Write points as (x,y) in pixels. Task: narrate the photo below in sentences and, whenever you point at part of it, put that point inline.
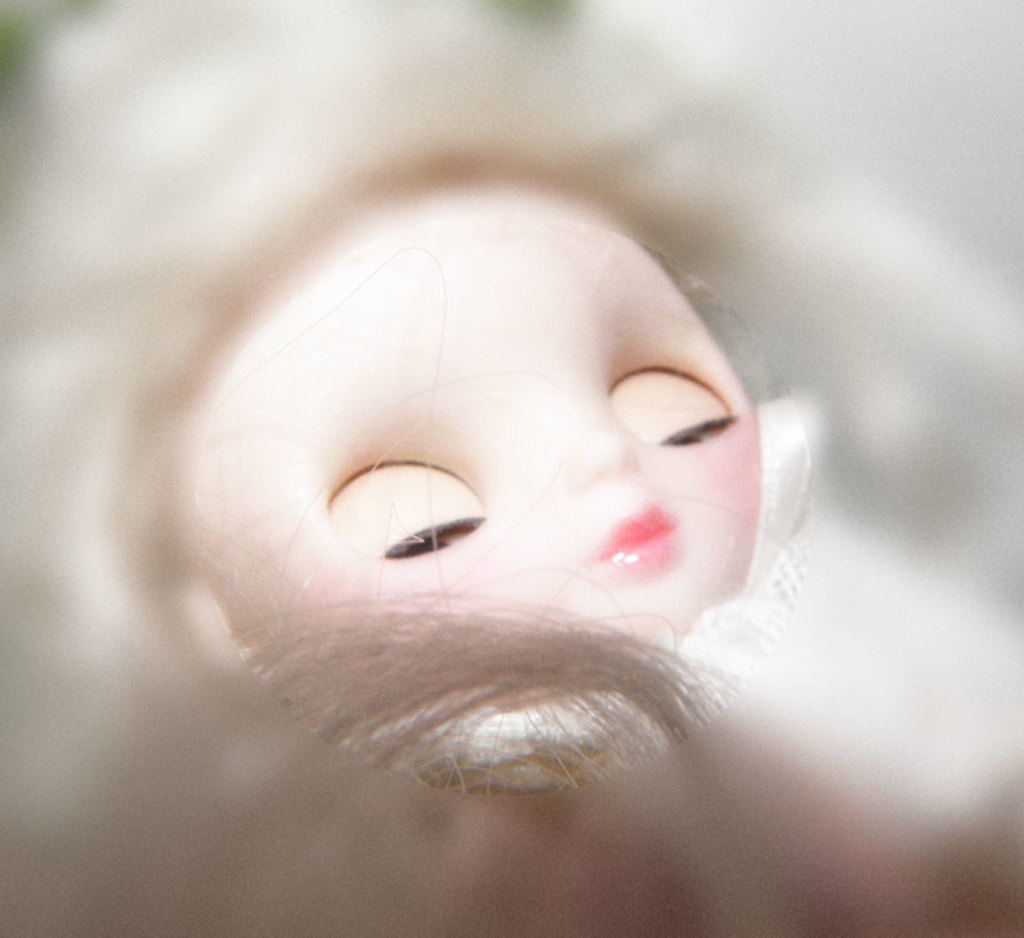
In this picture we can see a doll (198,471), hair (556,659) and in the background (694,767) it is blurry.
